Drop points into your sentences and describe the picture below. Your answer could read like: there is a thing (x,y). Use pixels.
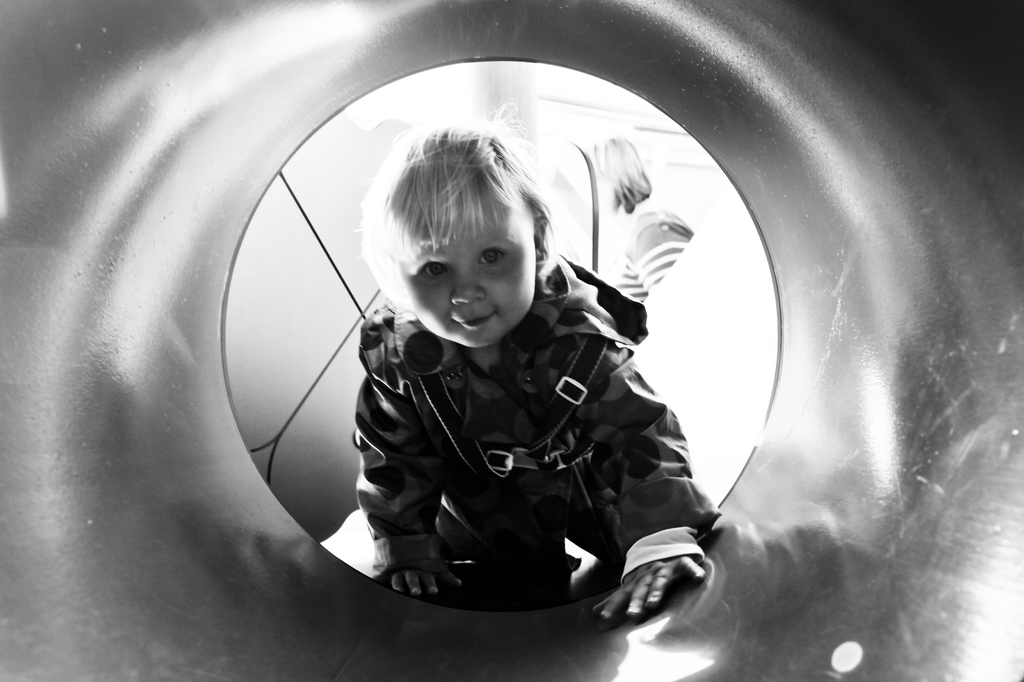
In this picture we can see a kid (529,417) is smiling in the front (527,411), in the background (647,241) we can see another person (647,230), it is a black and white image.
